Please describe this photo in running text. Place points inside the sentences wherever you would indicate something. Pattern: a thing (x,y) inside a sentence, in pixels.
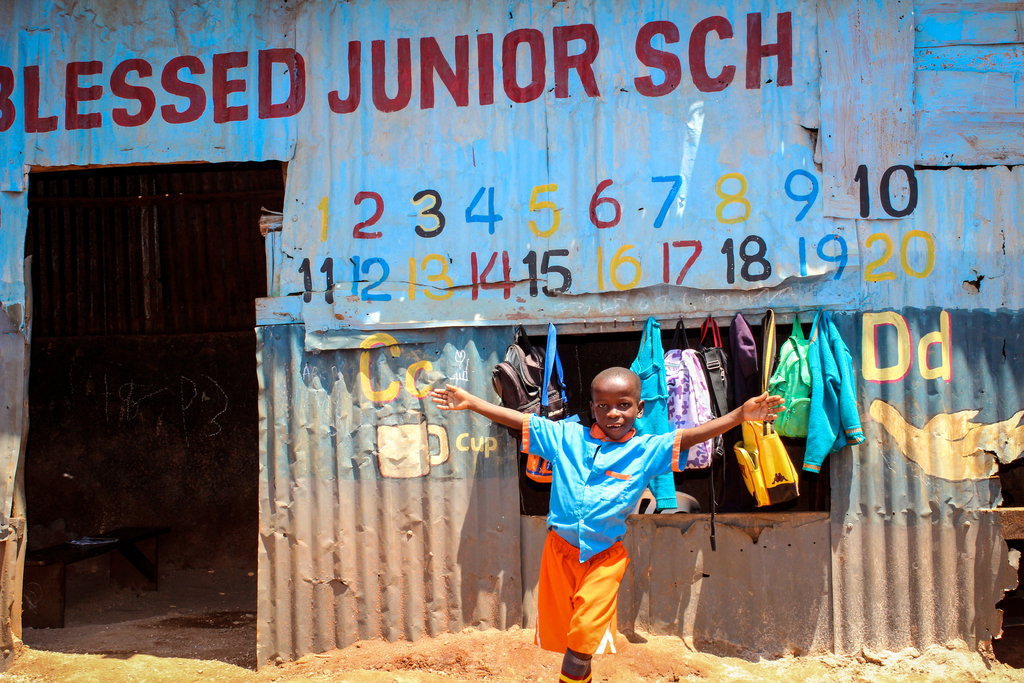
In this image we can see a boy (542,566) posing for a photo and behind there are some bags (681,369) and other things (743,390). We can see a shed (454,120) in the background (488,600) and there is some text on the shed (733,128) and there is a bench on the left side of the image (57,588).
